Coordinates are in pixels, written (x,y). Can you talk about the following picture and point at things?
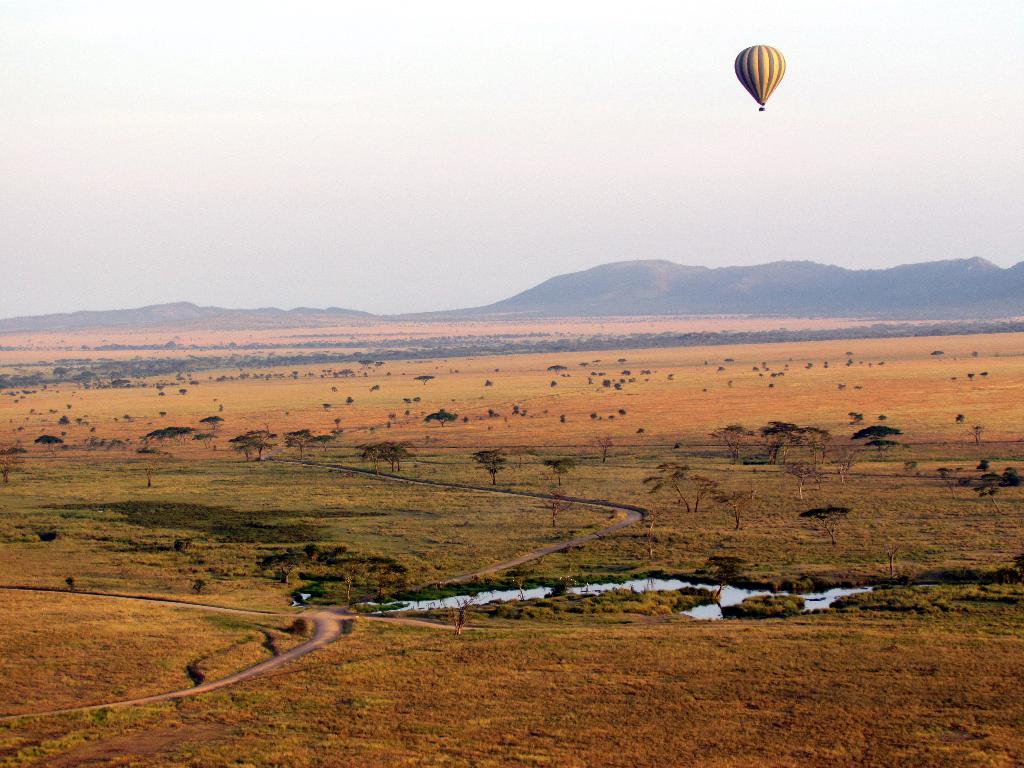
In this image we can see water (518,594), trees (216,425), hills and sky (486,173). Also there is a hot air balloon (750,81).
